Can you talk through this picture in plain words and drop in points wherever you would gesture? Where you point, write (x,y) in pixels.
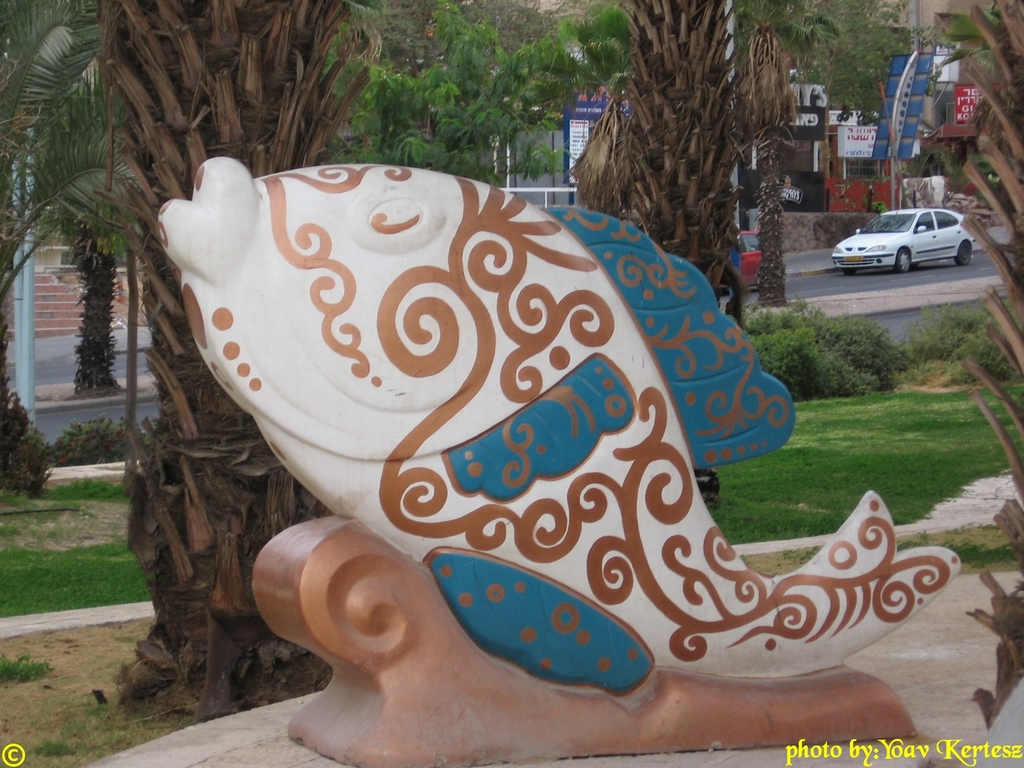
In this image in the foreground (438,422) there is one toy fish (525,569), and in the background (784,115) there are some trees (992,172), buildings (835,187), car (879,239), poles (29,412) and road (950,273).
